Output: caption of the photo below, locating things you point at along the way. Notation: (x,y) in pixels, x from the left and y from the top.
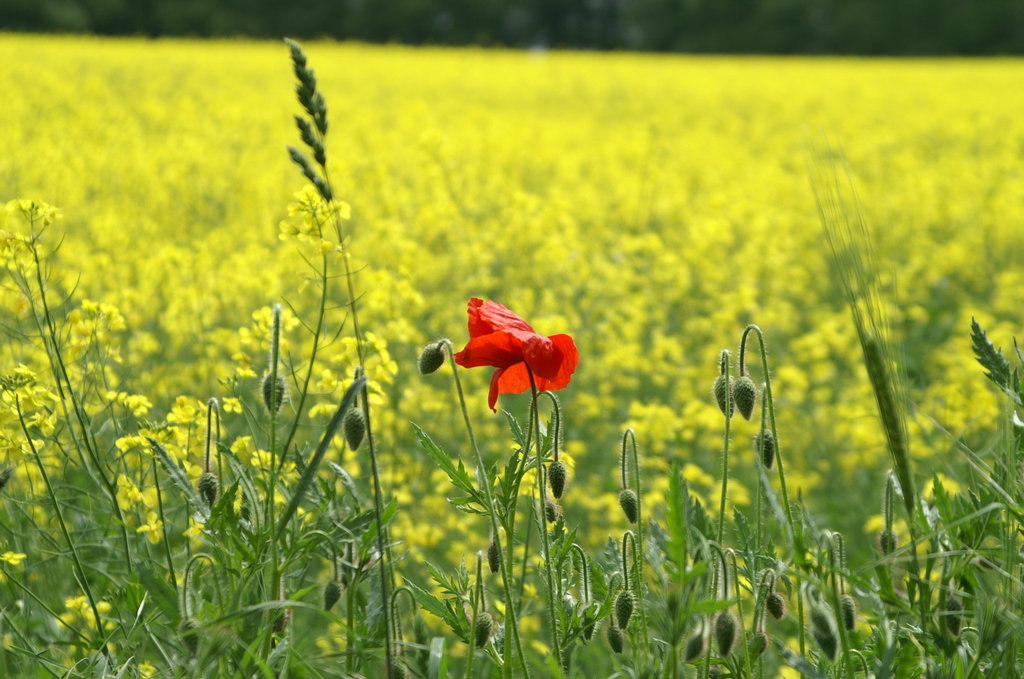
In the center of the image (491,326) we can see flower (509,347) to the plant (506,354). At the bottom of the image (186,488) we can see plants (298,519) and flowers (131,480). In the background (756,193) there are plants (182,142) and flowers (560,58).
